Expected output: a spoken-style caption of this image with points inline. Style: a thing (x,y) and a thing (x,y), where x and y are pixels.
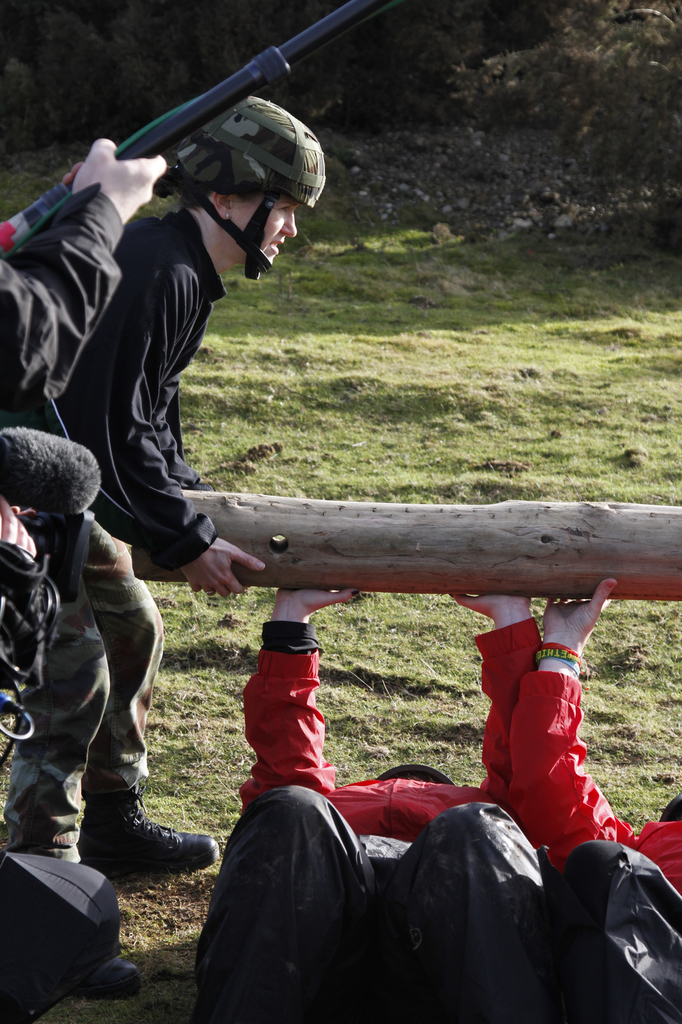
In this image there are people (651,832) holding the wooden log (428,535). On the left side of the image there is a person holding the rod (236,96). At the bottom of the image (641,699) there is grass (489,350) on the surface (480,362). In the background of the image (429,98) there are trees (414,51).
